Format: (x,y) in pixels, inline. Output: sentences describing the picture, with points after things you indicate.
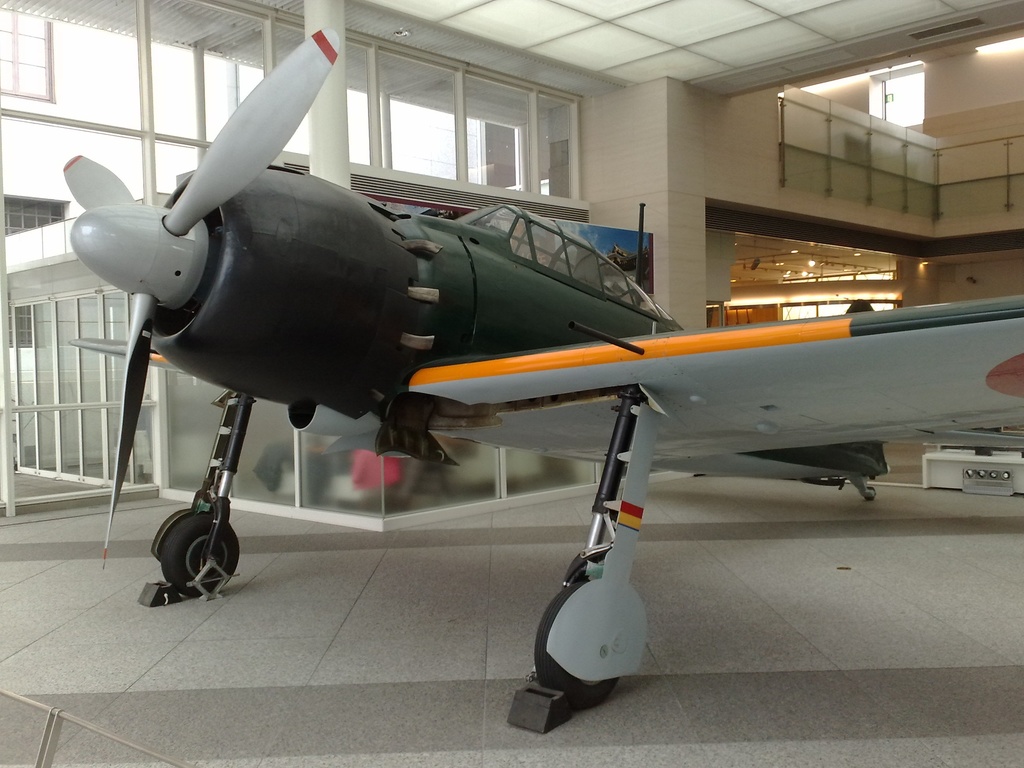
In the image there is a flight (433,293) inside a compartment (979,39) and behind the flight (266,304) there are many windows (503,129).
